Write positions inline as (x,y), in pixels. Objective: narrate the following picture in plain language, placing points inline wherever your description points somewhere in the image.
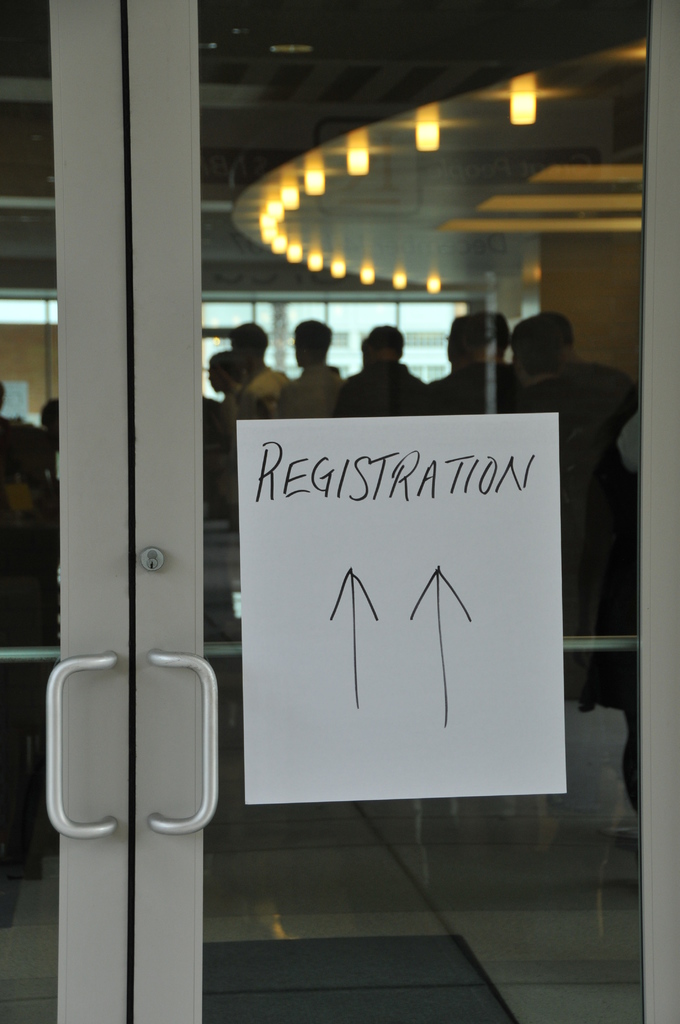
In this image there is a paper (443,553) with some text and the arrow marks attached to the door (451,360), inside the door (211,198) there are few people (431,389) and lights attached to the roof (302,195).
